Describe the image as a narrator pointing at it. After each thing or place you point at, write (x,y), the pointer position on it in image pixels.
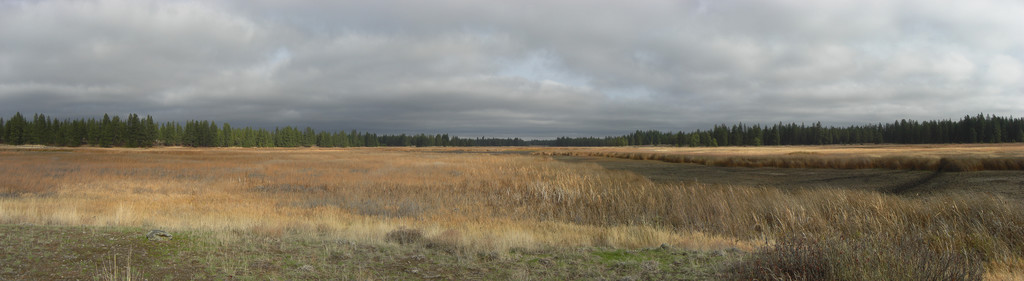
In this picture we can see grass (695,224) and trees (127,138). In the background (667,78) there is sky (657,62) with clouds (499,36).
